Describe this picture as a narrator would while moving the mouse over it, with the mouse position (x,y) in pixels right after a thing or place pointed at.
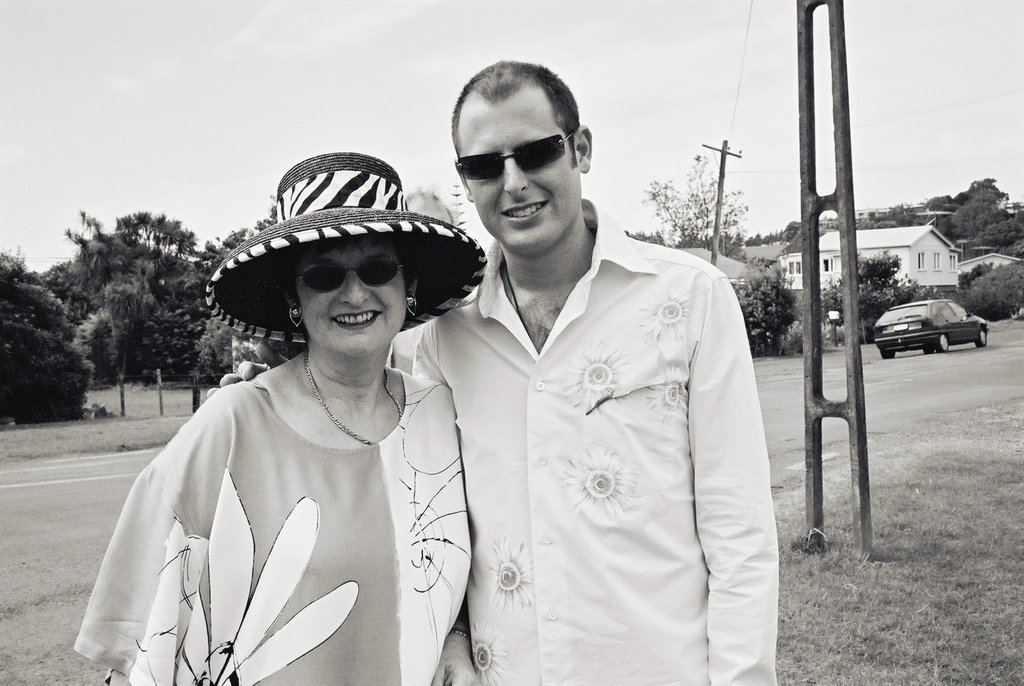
In this picture we can see a man (515,521) wore goggles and a woman (414,233) wore goggles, hat (427,262) and they are smiling, standing and at the back of them we can see the grass (915,458), car (953,306) on the road (825,396), poles (853,340), buildings (867,234), trees (52,317) and in the background (888,67) we can see the sky (888,67).
